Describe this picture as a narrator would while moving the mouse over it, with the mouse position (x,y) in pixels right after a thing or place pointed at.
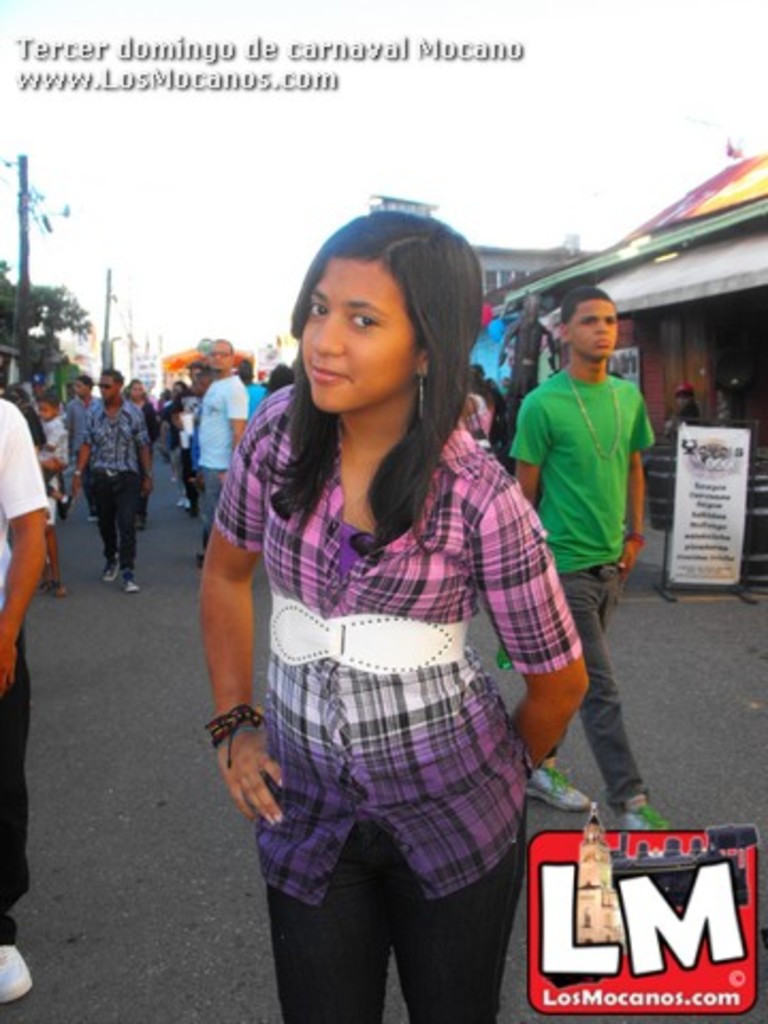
In this image we can see people (214,721) standing on the road (214,913). in the background (246,246) we can see poles (26,325), trees (60,306), buildings (496,267) and sky (366,208).
